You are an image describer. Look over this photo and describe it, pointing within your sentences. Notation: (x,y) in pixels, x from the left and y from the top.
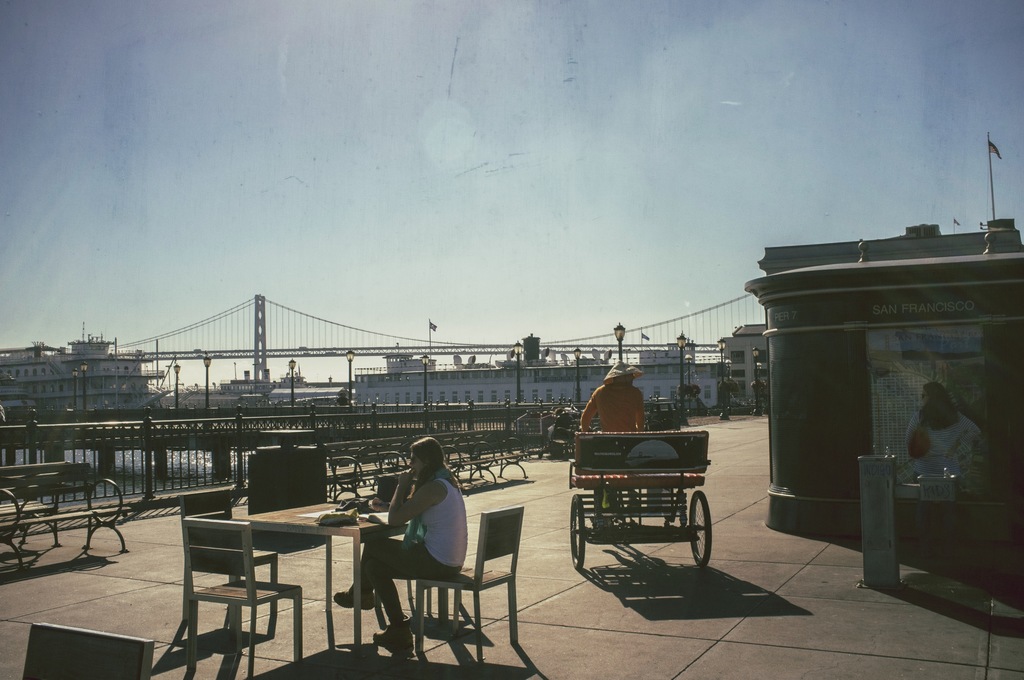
In this image there are two person (376,565). One person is riding a vehicle (635,496) and another is sitting on the chair (461,582). There is a table (354,540) and a bench (59,524), at the background there is a building (453,377) and a bridge (327,349). There is a flag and a sky (265,127).
